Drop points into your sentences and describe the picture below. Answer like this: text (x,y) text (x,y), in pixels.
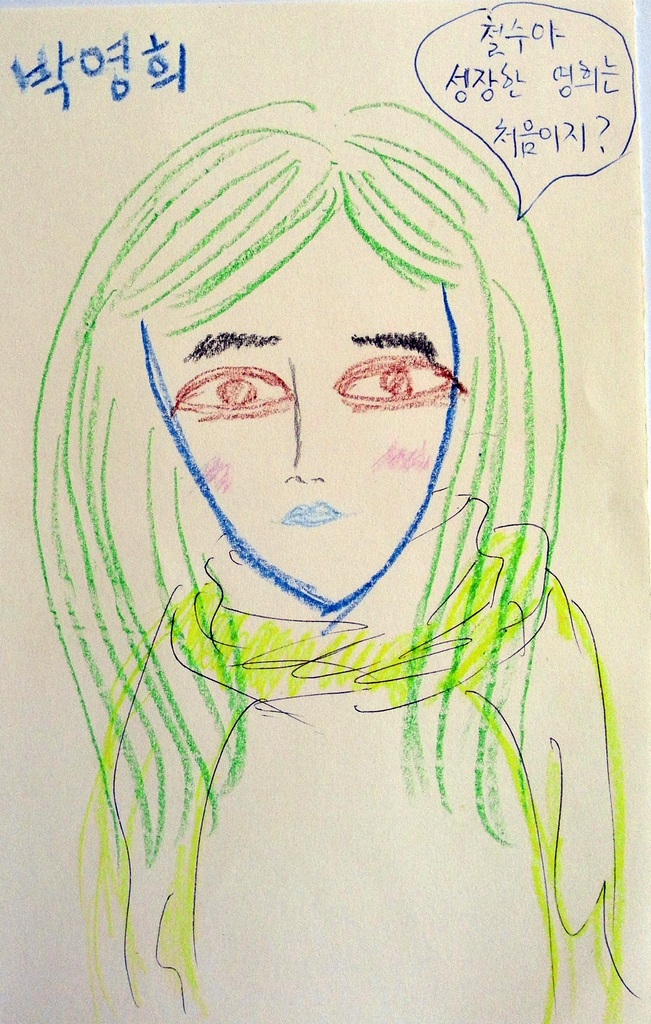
In this image I can see a paper (60,517), on the paper (255,541) I can see an art (240,506) of the person (255,542).
